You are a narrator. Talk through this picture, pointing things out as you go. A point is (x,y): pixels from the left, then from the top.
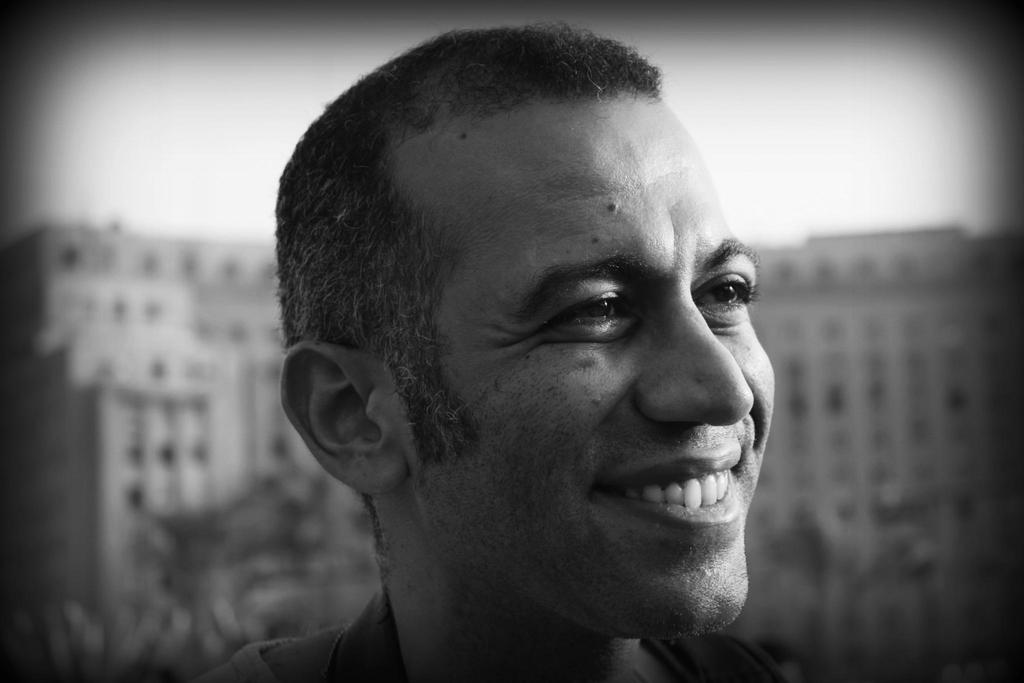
In the foreground of this black and white image, there is a face (529,595) of a man (522,580) and having smile (694,502) on his face (687,464). In the background (852,405), there is a building (154,356) and the sky (198,121) on the top (194,128).
